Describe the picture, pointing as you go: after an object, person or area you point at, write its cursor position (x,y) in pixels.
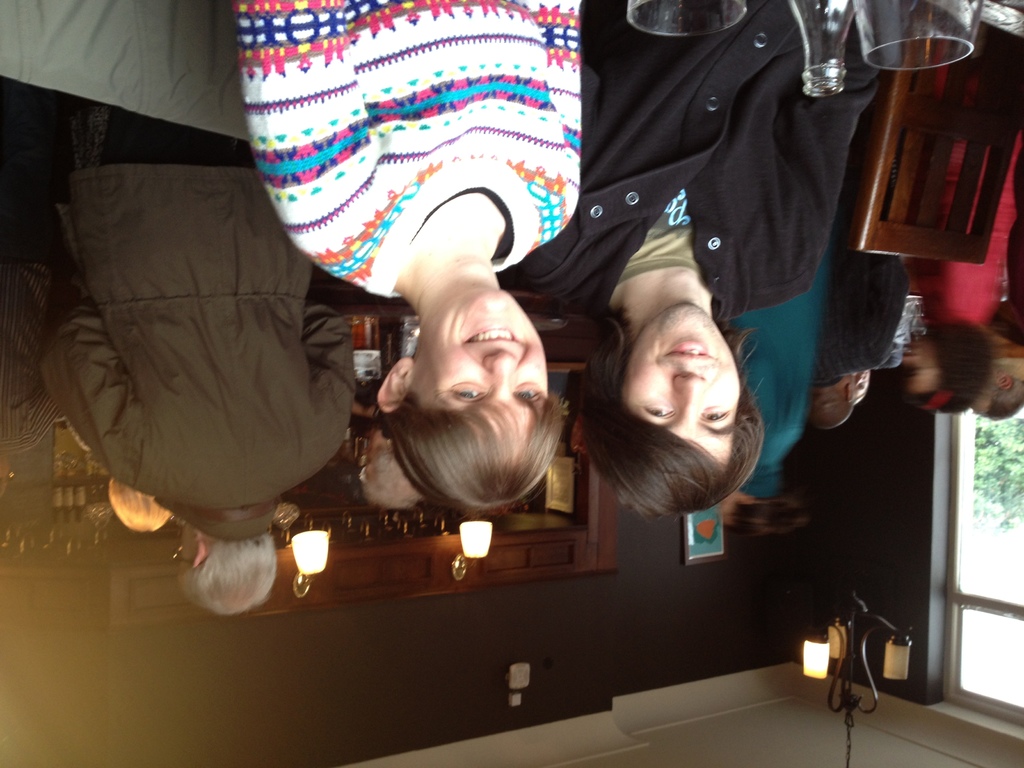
Top of the image (211,126) there are few persons (314,127). Right top there are few glasses (893,24) and bottle (821,32). Behind there is a chair (947,125). Bottom of the image (573,766) there is a roof (724,736). A light (842,643) is hanging from the roof (745,739). Few lights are attached to the wall (657,577) having a window (986,573), from which few trees (979,473) are visible. There is a rack (93,483) having few bottles (80,506) in it.
